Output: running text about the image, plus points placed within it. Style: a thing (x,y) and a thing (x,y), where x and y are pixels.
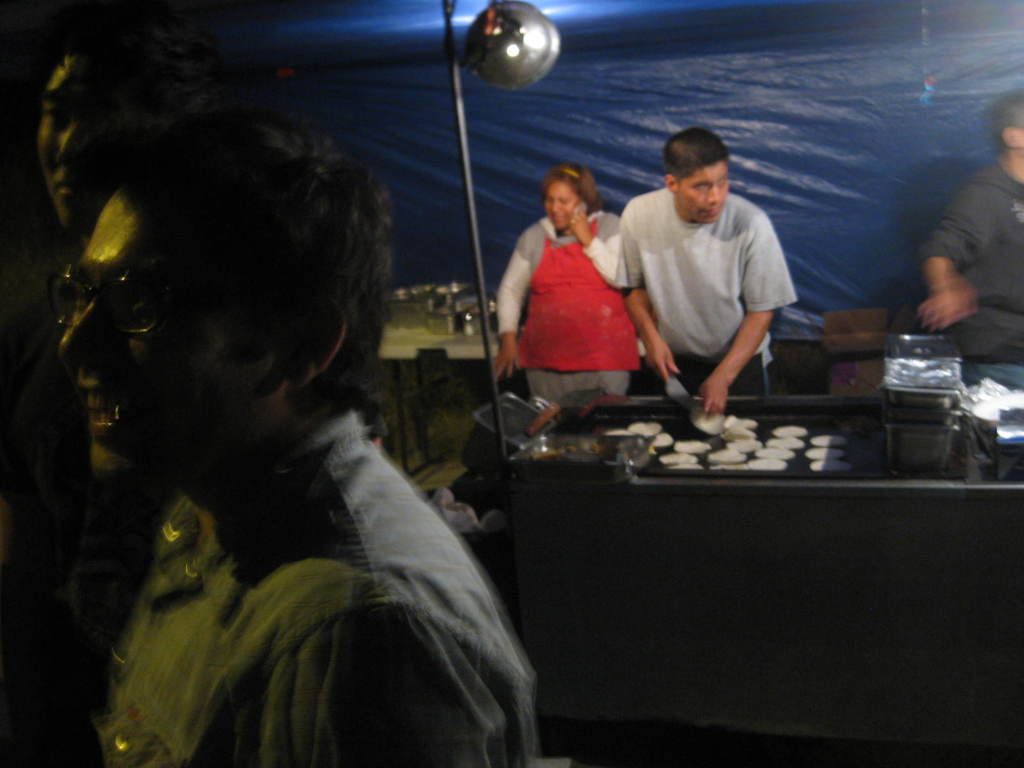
In this image there are two persons (141,260) with a smile on their face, behind them there is a person (755,387) holding a spatula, is cooking some food items (731,448) in front of him, behind the person (636,304) there is a woman (584,246) speaking on a mobile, behind the women (566,265) there are a few utensils (473,328) placed on a table (456,344), behind the table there is a tent (537,153).
